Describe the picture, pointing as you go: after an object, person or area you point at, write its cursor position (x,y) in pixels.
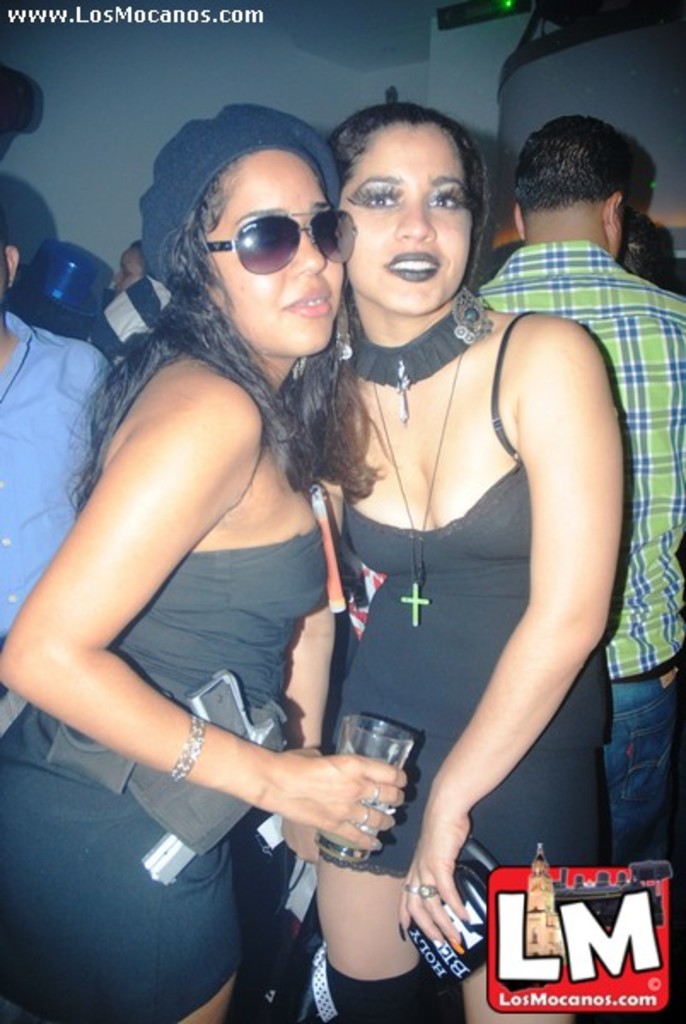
In this image there are two girls (177,620) who are posing for the picture. The girl (232,539) on the left side (135,630) is holding the glass (373,782). She is having a gun (200,709) to her belt (115,792). On the right side (490,703) there is a girl (452,881) who is holding the bible (468,899). In the background (610,148) there are few people (618,154) standing beside the wall (133,125). On the right side (638,95) top it seems like a bag (579,34).
